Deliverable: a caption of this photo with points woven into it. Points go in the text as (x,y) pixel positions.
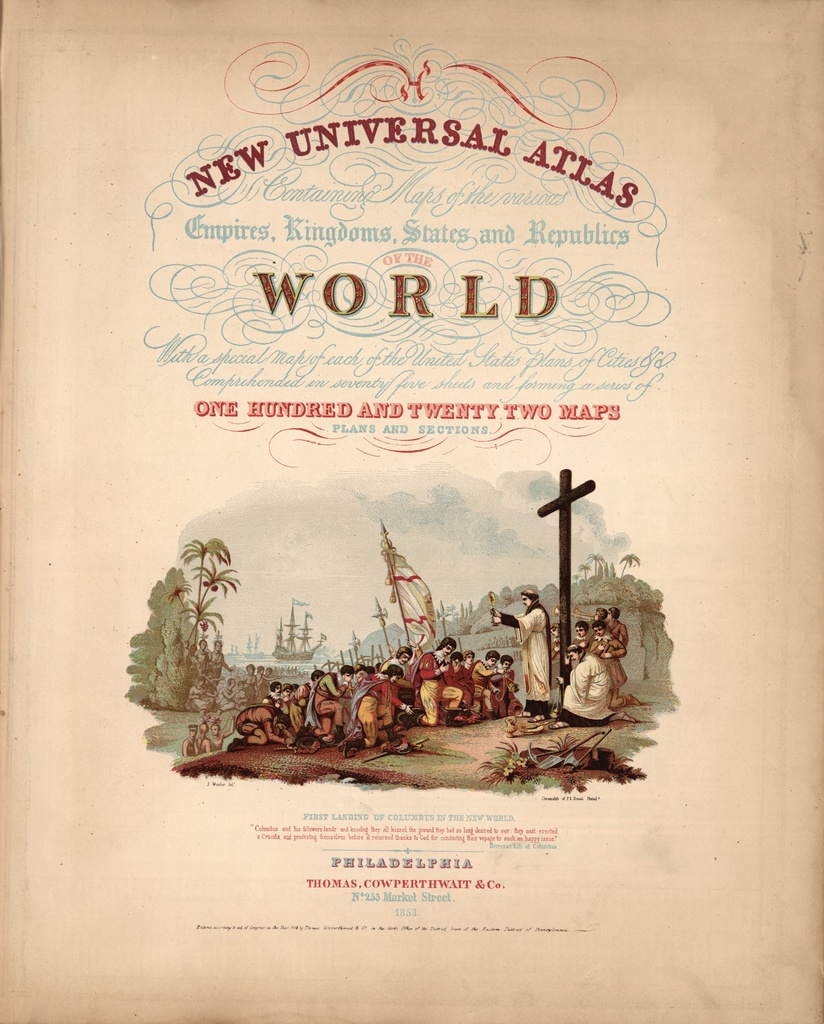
In this image I can see depiction picture where I can see number of people (243,728), few trees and a ship (286,651). I can also see something is written at many places and I can see cream colour in the background (188,238).
